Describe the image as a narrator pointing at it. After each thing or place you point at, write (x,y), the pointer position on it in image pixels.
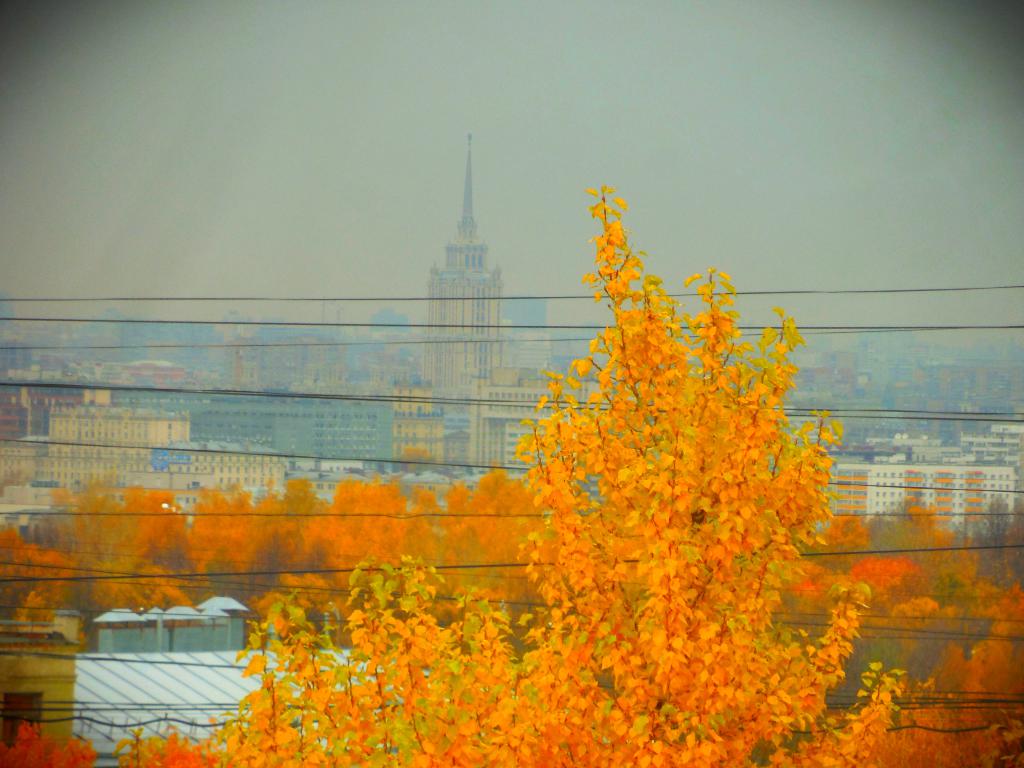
This picture shows few trees (421,653) and few buildings (417,423) and we see a cloudy sky (657,123).
